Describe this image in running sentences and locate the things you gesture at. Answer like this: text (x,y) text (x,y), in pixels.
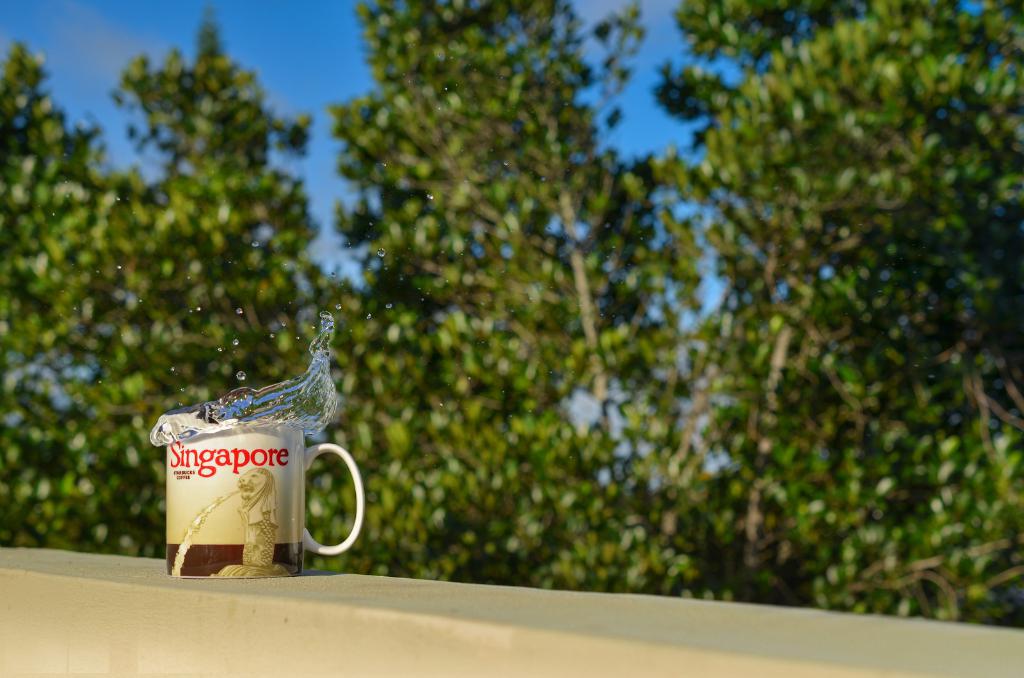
In this image we can see a cup (301,442) filled with water (291,414) placed on the wall (489,662). In the background (715,349), we can see a group of trees (266,218) and sky (194,50).
